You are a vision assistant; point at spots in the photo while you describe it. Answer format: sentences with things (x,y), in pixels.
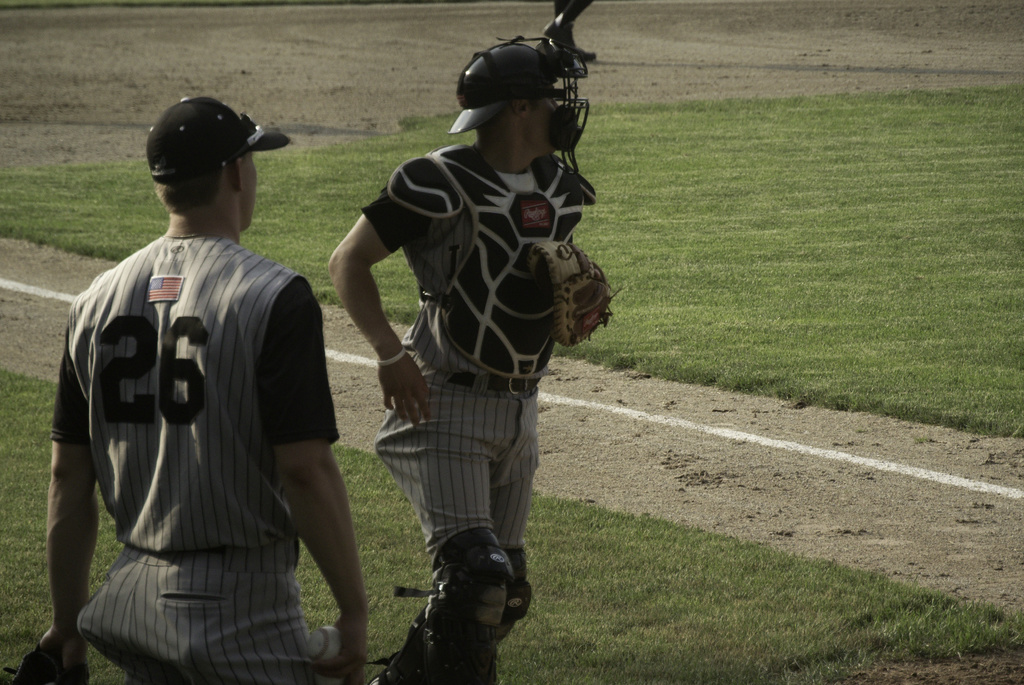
In this image we can see two people (449,484) in the ground (641,274), they wears a black color cap (166,124) and a glove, one person (195,151) is holding a ball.
